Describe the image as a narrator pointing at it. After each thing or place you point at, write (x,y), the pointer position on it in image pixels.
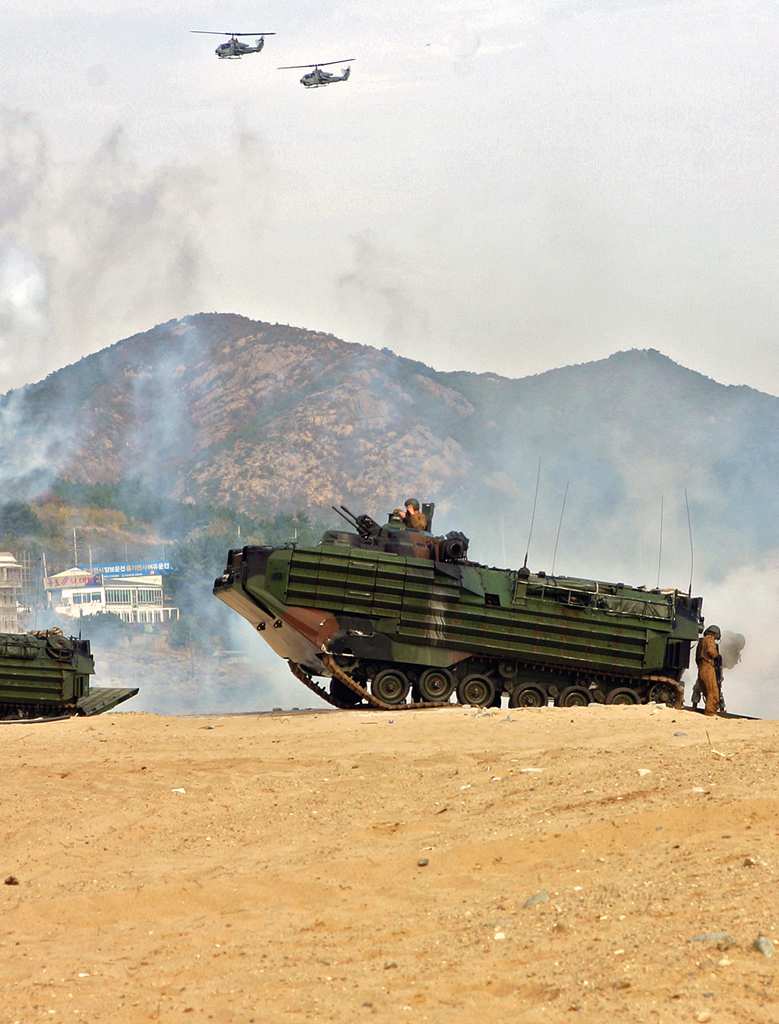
In this picture there is a man (413,515) who is standing inside the tank (409,527). Beside the tank (377,626) there is another man (710,649) who is wearing army uniform (706,650). In background (75,403) I can see the mountains (131,412), trees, buildings (5,605) and poles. At the top (342,76) I can see the two helicopters (333,81) were flying. In the top right (722,133) I can see the sky (745,95) and clouds (765,53). Behind this tank (502,649) I can see the smoke (704,549).
